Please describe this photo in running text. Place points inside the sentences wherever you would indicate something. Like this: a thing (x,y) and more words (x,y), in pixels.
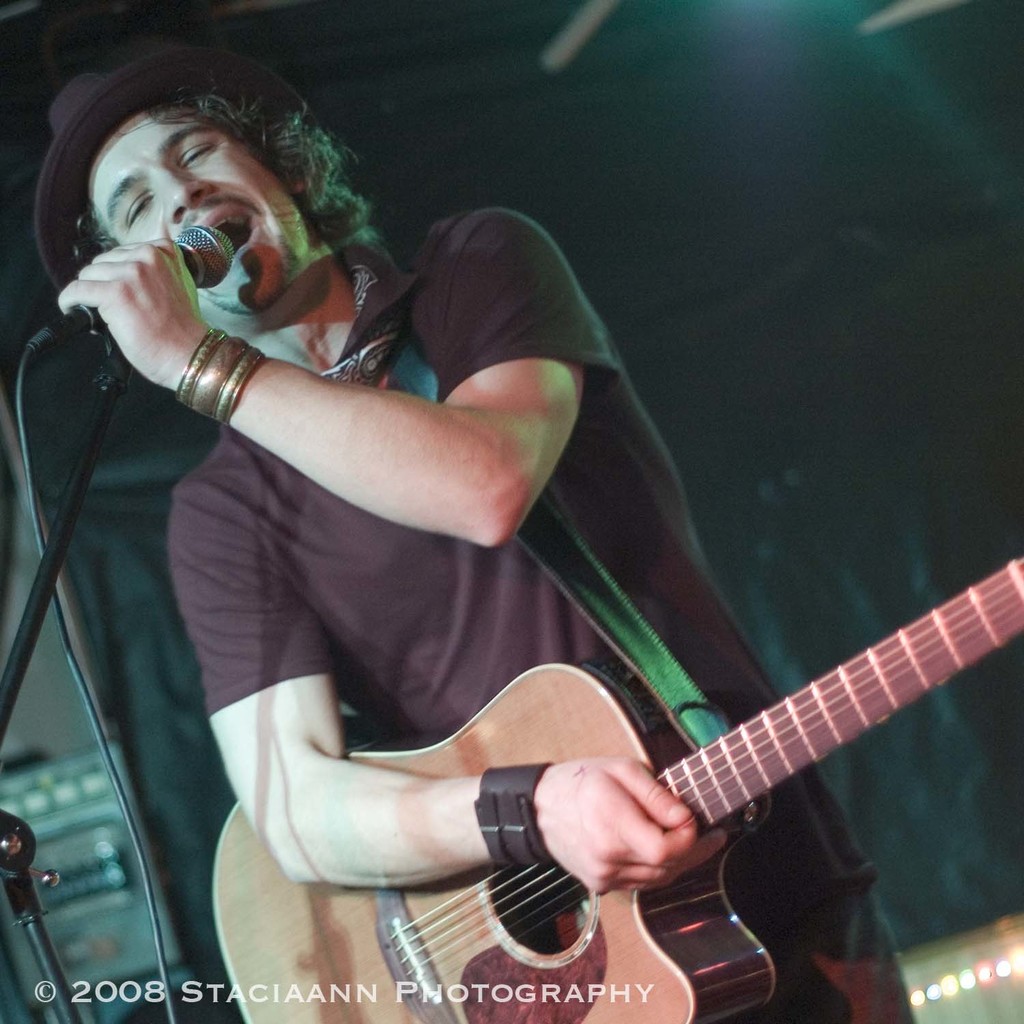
A man (293,261) with maroon T shirt (499,242) and hat (99,114) is singing. He holds a mic (85,323) and a guitar (600,943). There is a black curtain (613,166) behind him.
